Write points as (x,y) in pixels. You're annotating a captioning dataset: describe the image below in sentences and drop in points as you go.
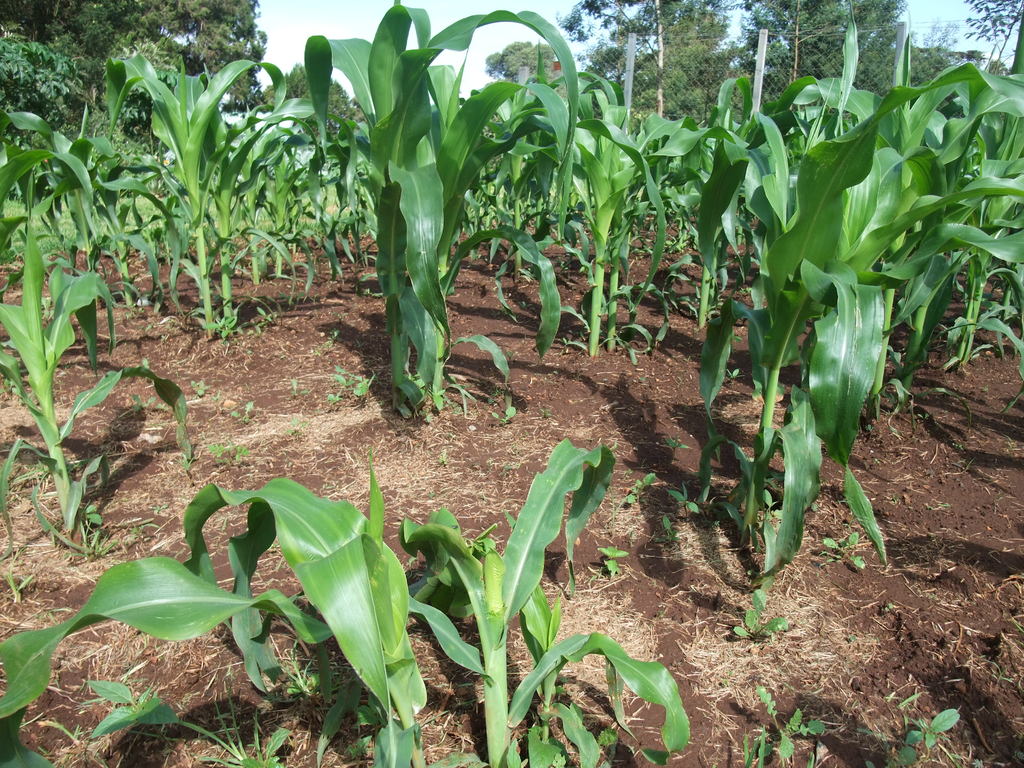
In the background of the image (4,213) we can see the plants (571,451) and ground (743,557). At the top of the image (263,48) we can see the trees (796,52), mesh (729,64) and sky (536,2).
